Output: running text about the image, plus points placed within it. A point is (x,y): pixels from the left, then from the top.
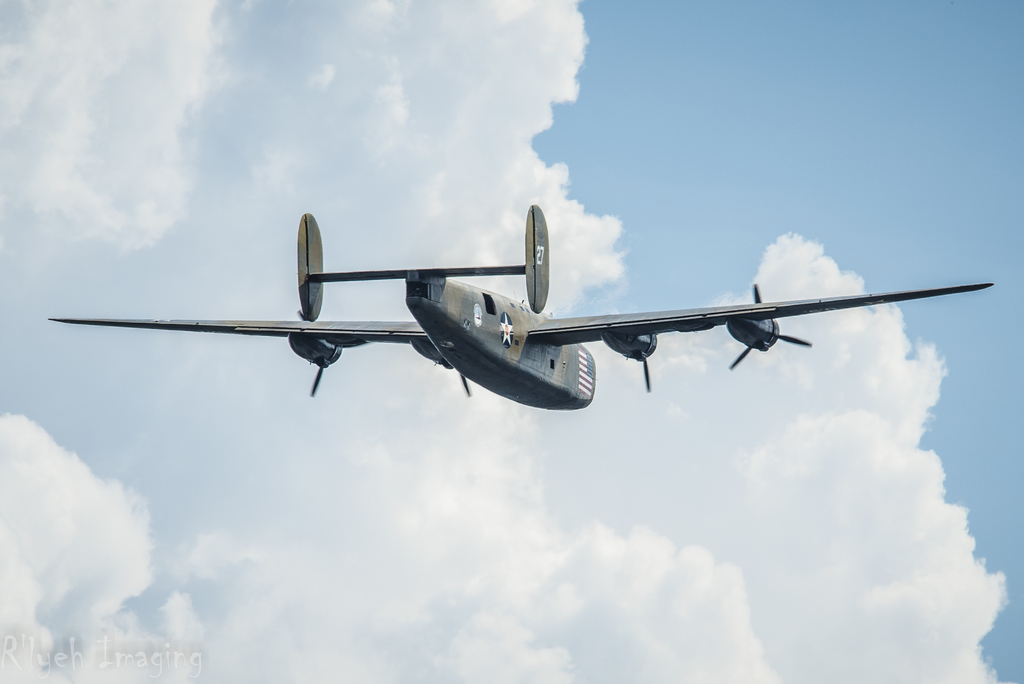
In this image I can see the aircraft (535,320) which is grey and white in color is flying in the air and in the background (594,288) I can see the sky (607,148) which is blue and white in color.
